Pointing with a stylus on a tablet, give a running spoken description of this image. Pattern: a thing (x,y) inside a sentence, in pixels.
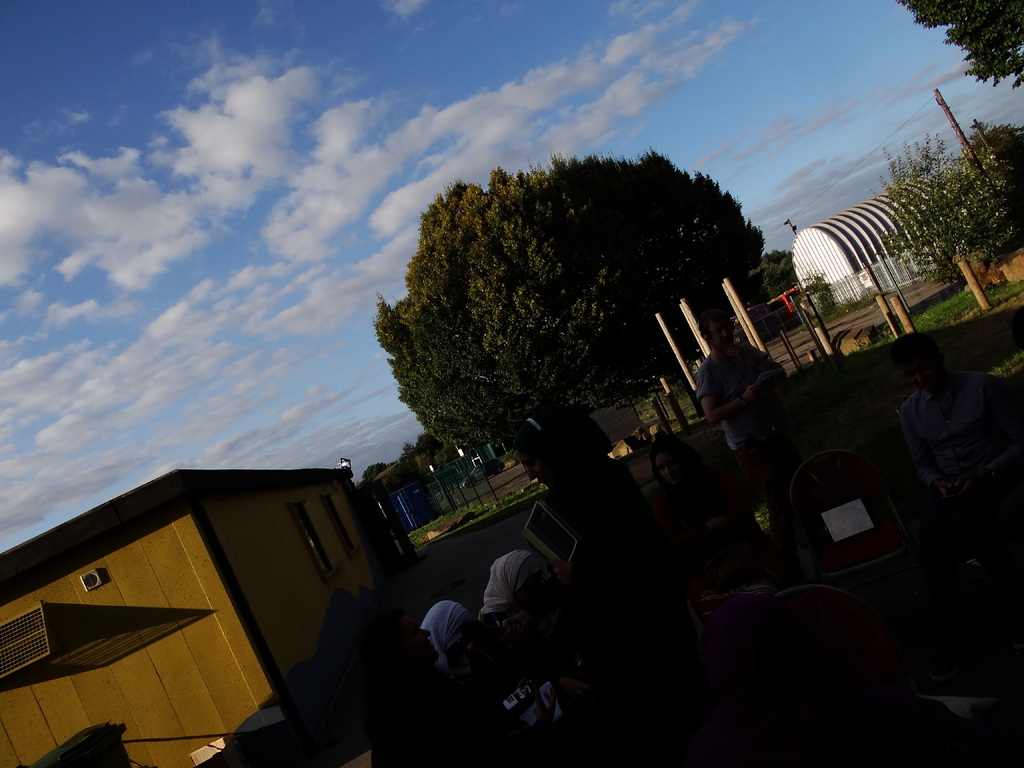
In this picture we can see shed (840,242), trees (419,399) and building (170,570). At the bottom (429,710) we can see women (515,627) were sitting. On the right (981,498) we can see two persons (981,483) were sitting on the chair (901,539), behind them there is a man (728,430) who is standing on the ground (826,445). At the top (650,56) we can see sky (428,47) and clouds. In the background (349,467) we can see street lights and poles (669,385).
